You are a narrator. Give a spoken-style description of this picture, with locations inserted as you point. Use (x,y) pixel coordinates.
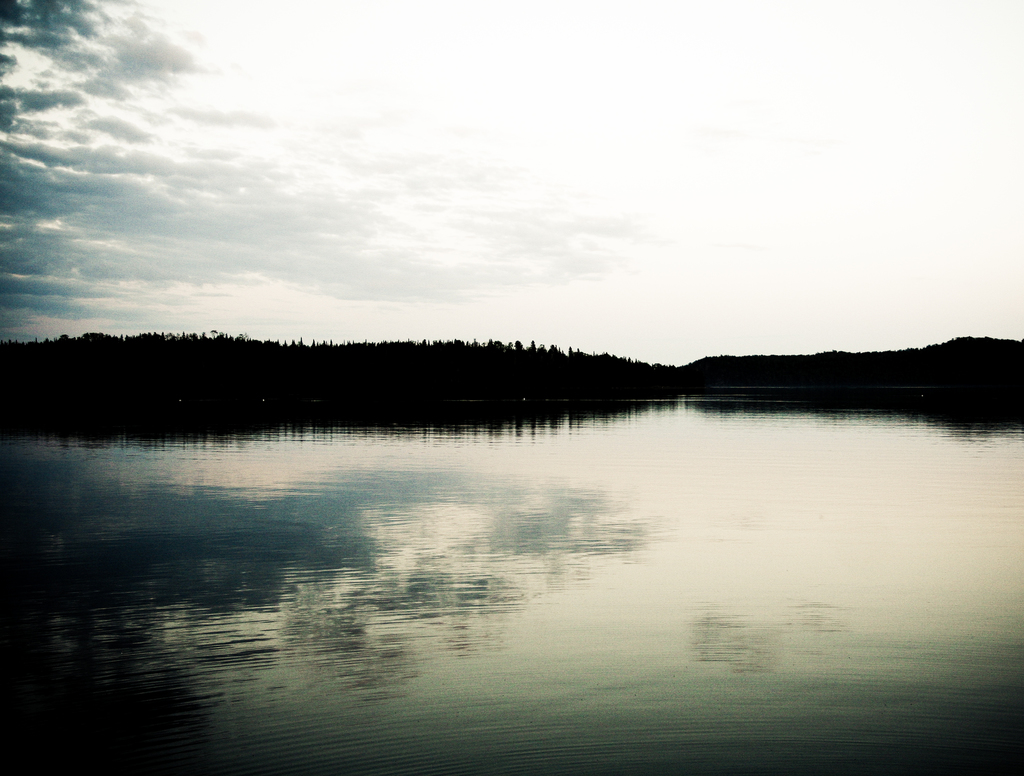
In the center of the image (421,474) there is a lake (899,497). In the background (489,359) there are trees (223,340) and sky (596,211).
